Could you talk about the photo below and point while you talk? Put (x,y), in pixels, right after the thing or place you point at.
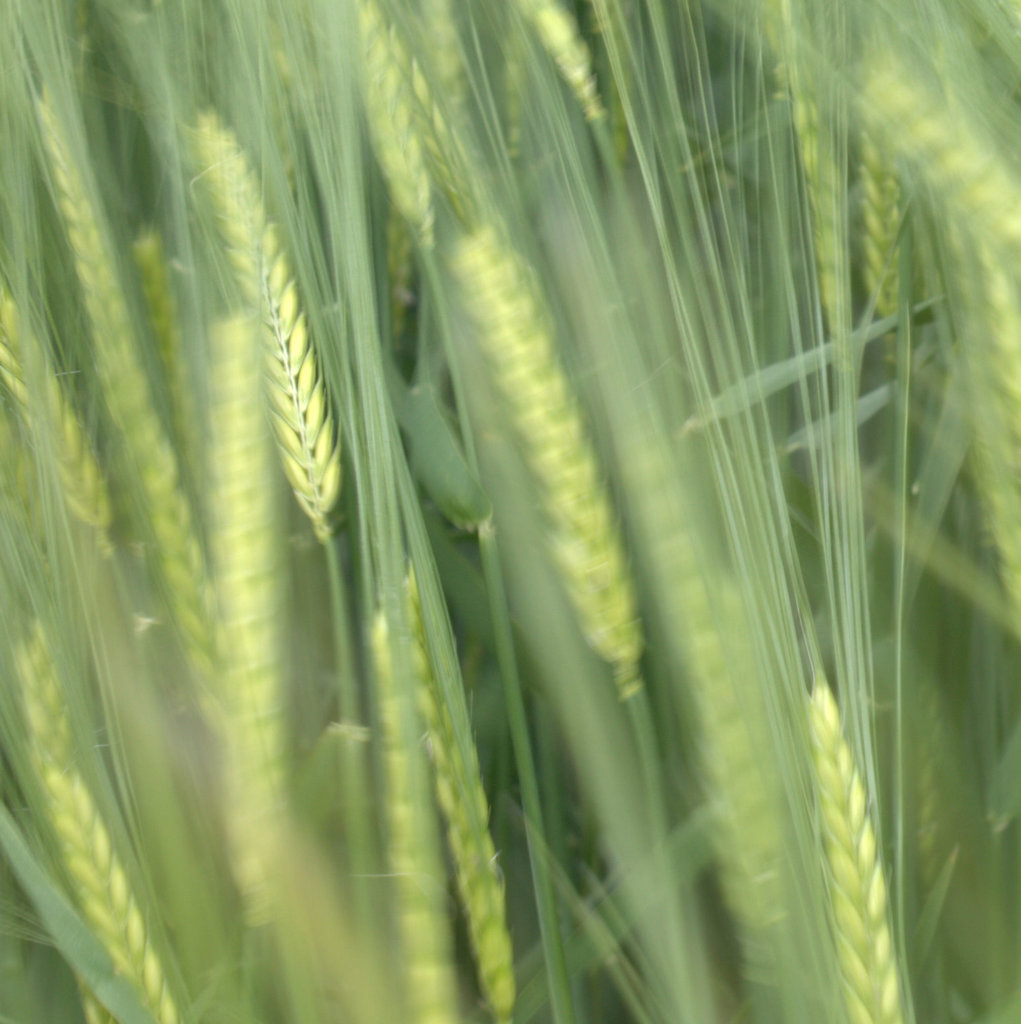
In this picture we can see green plants (319,399).
